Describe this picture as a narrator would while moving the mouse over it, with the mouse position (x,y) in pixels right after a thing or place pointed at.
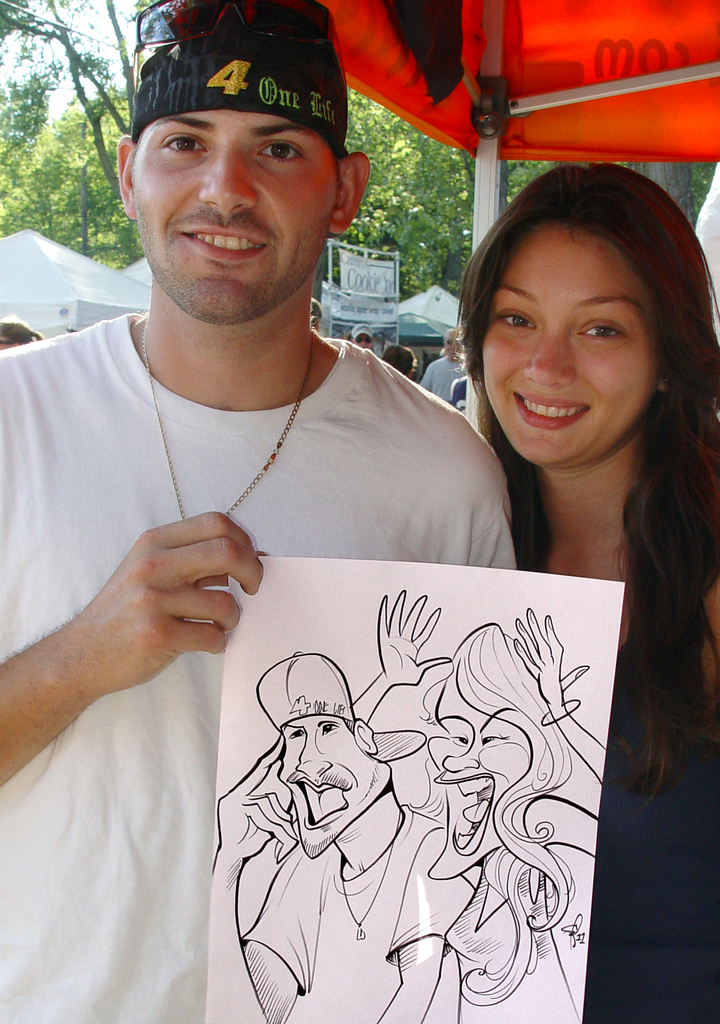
In this image we can see two persons (468,473) standing. One person (286,353) wearing white t shirt (235,466), cap (248,80) is holding a paper (463,653) with a drawing (371,865) in his hand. In the background (707,236), we can see a group of sheds (531,128), a group of people (432,360), banner (364,275) with some text (367,280), a group of trees (380,219) and the sky (109,46).
